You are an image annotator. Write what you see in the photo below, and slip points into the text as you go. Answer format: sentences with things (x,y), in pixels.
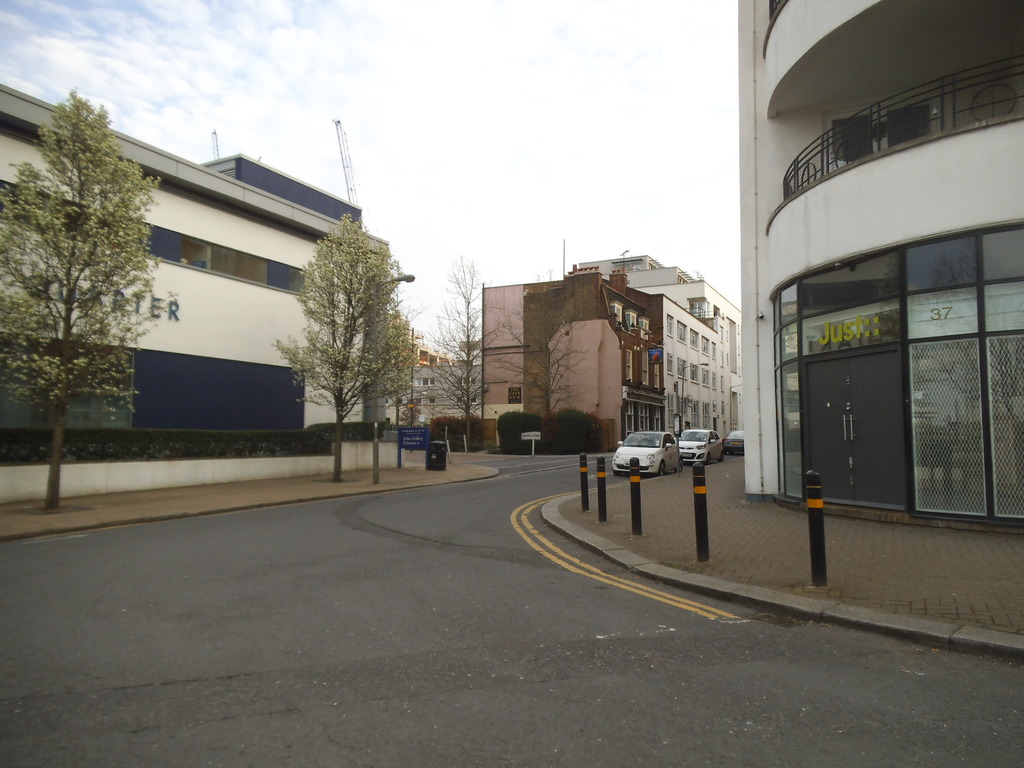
This picture is clicked outside on the road (697,619). On the right (817,531) we can see the black color metal stands (810,513) and there are some vehicle (669,459) seems to be running on the road (489,495). On the left (86,274) we can see the trees (368,391) and a building (280,301). In the background (428,198) there is a sky (579,78) and the buildings (659,285), plants (537,417) and some other objects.
